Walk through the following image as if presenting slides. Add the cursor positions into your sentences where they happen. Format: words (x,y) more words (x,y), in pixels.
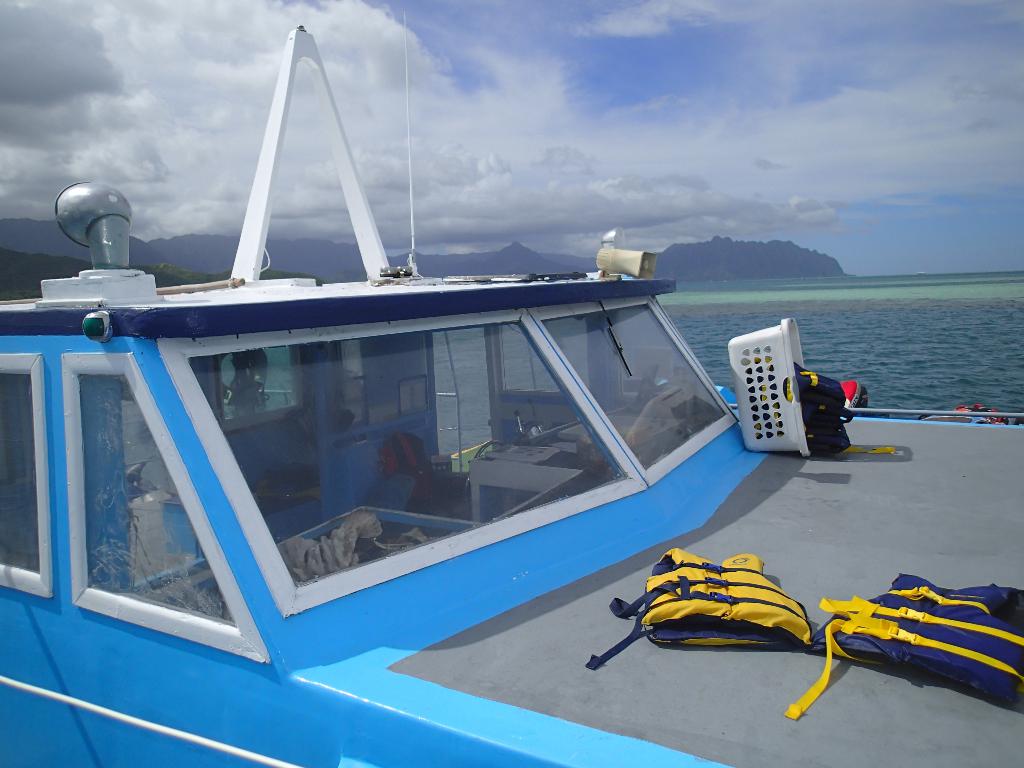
In this picture I can see a boat (414,363) in front (43,641) which is of white and blue color and on the right side of this picture (798,399) I see 2 things (749,600) which are of yellow and blue in color and I see a tray (757,390) in which there are few more things (818,412). In the background (425,198) I see the water (728,313), mountains (726,269) and the sky (668,81) which is a bit cloudy.
